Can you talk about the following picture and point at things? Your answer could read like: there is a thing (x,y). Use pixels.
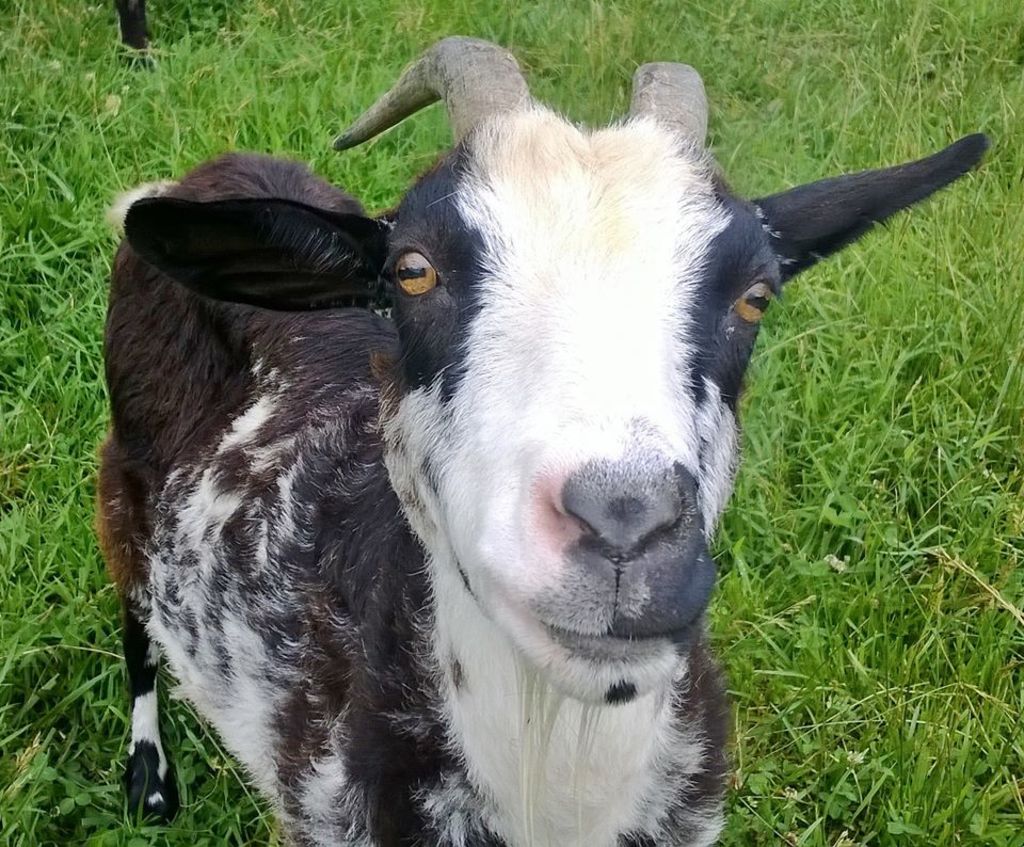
In this image there is a goat (232,536) standing on the ground (895,508). On the ground (872,548) there is grass (893,529).
